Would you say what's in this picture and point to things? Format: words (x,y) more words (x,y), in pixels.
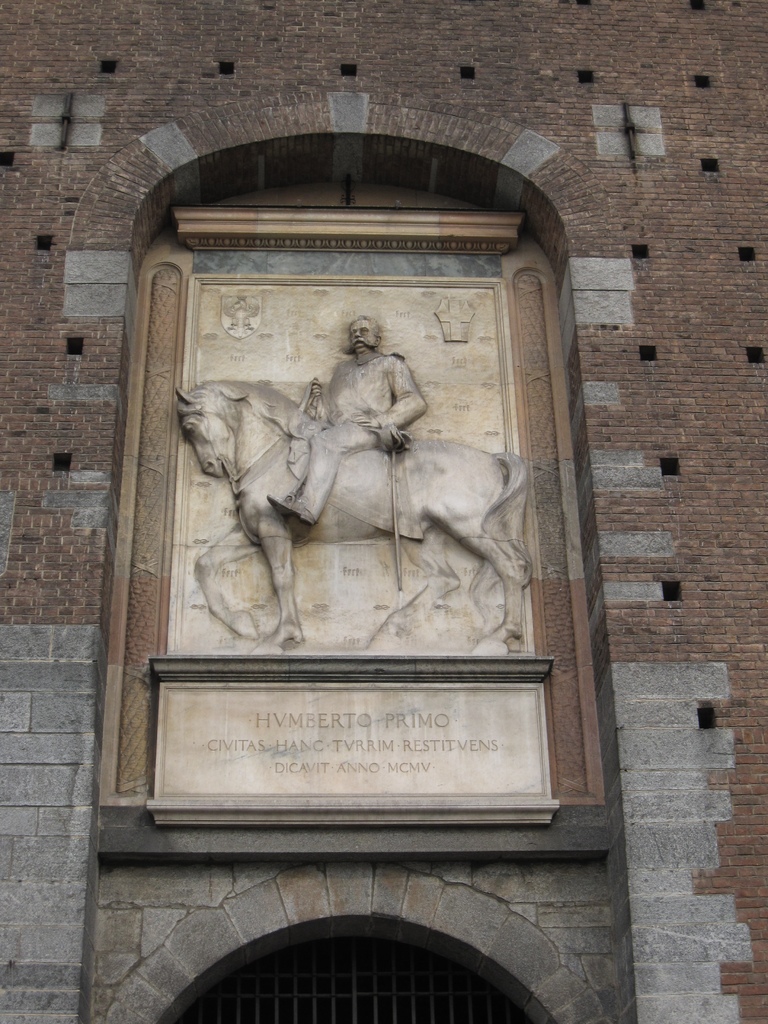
In this image, in the middle (499,641) we can see a statue (482,645) of a man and a horse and we can see there are many bricks (687,213) on the left side (67,300) and on the right side (743,136) and at the bottom (372,1009) we can see many iron rods (367,974).
